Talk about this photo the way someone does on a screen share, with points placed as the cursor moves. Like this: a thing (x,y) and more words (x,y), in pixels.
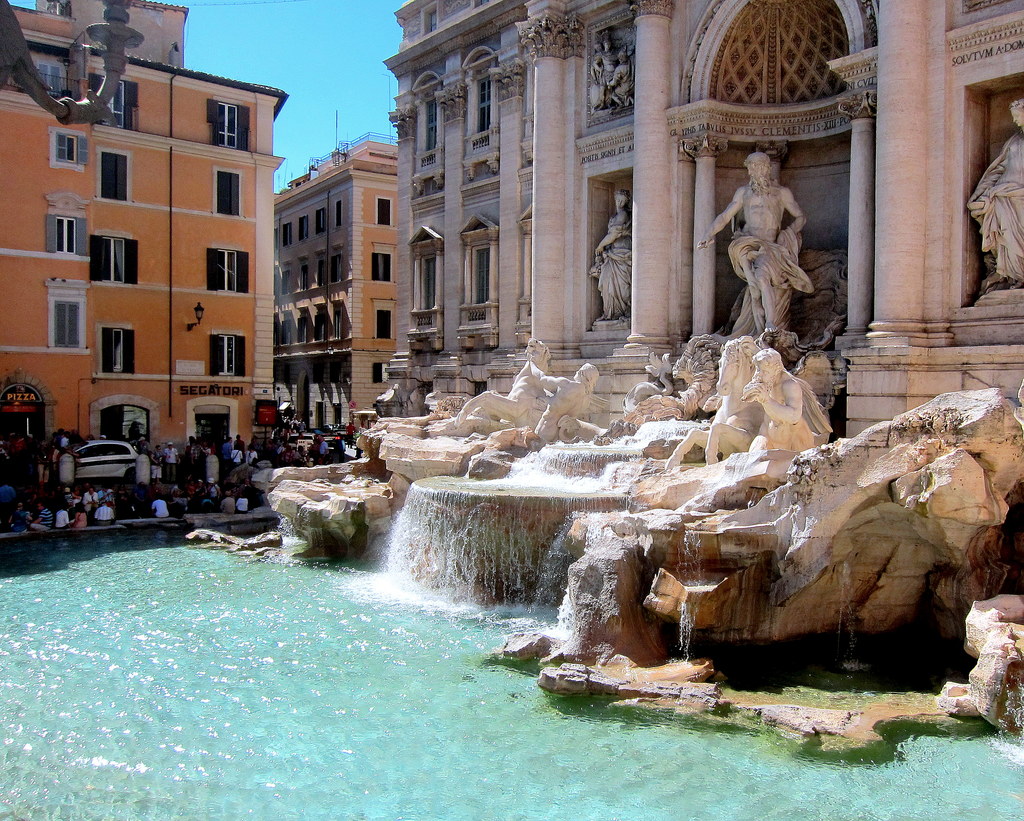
This is water (354,689). Here we can see sculptures (827,269), car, and group of people (267,457). In the background (221,304) there are buildings (481,60) and sky (295,42).
